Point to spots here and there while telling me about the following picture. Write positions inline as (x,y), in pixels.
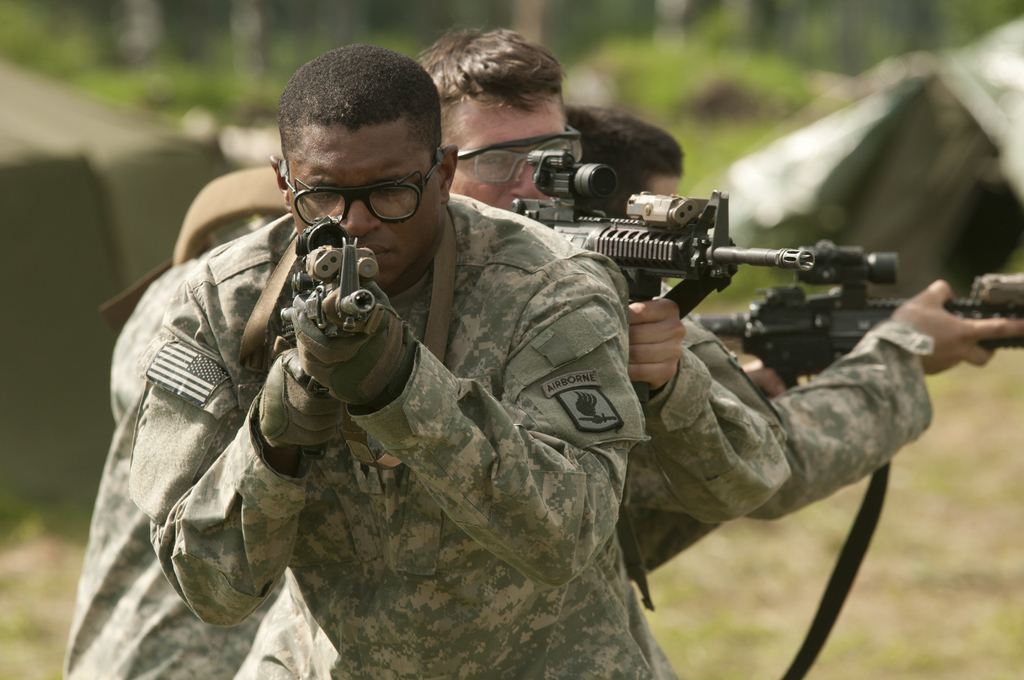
In this picture we can see some people (393,335) wore goggles (311,212) and holding guns (693,212) with their hands (921,307) and standing, gloves (344,356), tents (749,162) and in the background (297,51) we can see the grass (726,69) and it is blur.
